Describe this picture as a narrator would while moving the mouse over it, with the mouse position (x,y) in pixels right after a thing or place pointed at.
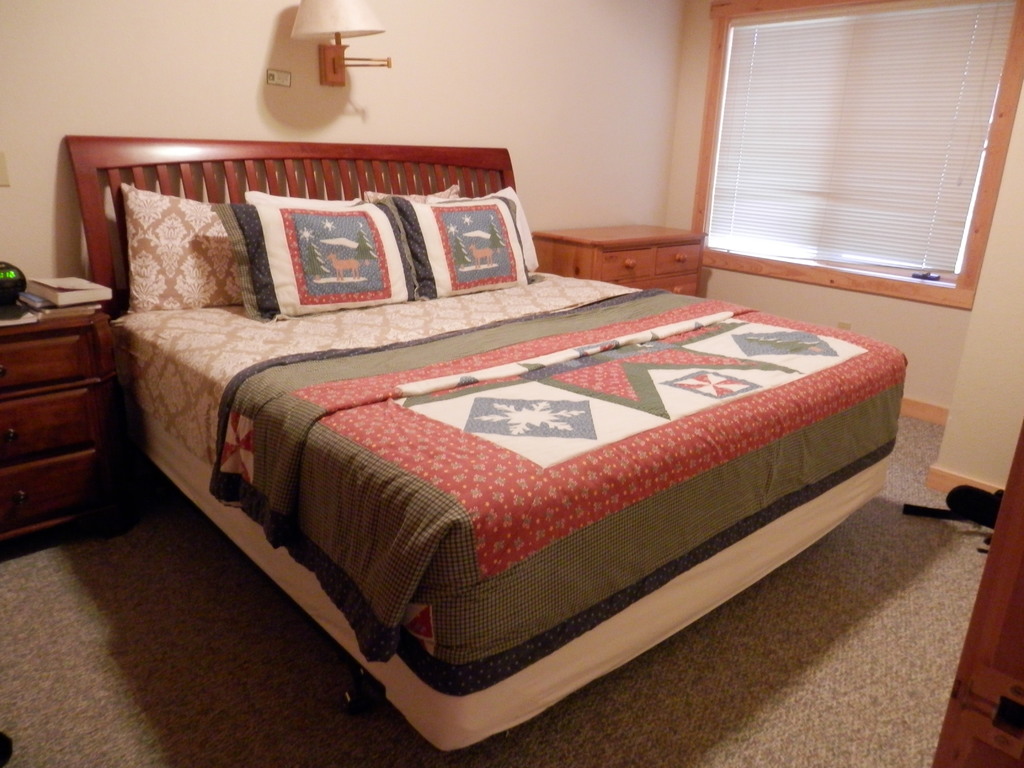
In this image I can see inside view of a room (718,260) and there is a bed (332,317) and there are some pillows (176,295), on right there is a bed sheet (373,551) with red color, on the left side (78,380) I can see a rack (61,358) and there is a table (48,345), on the table (81,311) there are some books (62,303) kept on the table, on the right side (807,177) there is a window (869,142), on the right side (696,278) corner there is a table (540,241) and there is a lamp (326,31) attached to the wall (312,90).
